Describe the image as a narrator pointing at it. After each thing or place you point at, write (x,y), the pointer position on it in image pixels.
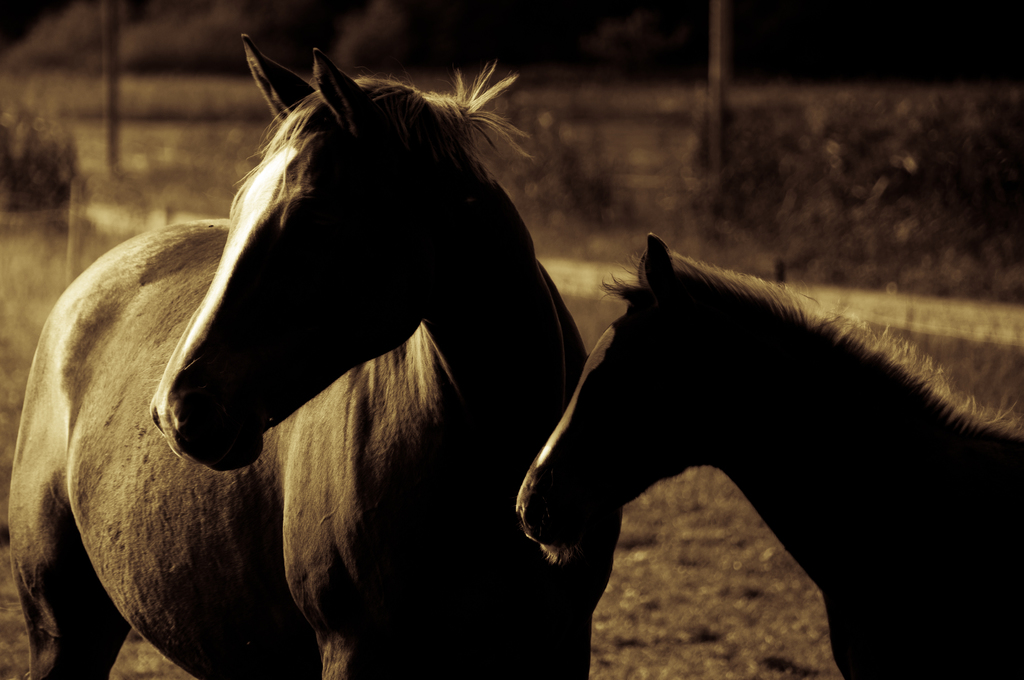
In this image there are horses (488,446) in the front (429,455). In the background (555,163) there are plants (145,142) and there are poles (718,100).
